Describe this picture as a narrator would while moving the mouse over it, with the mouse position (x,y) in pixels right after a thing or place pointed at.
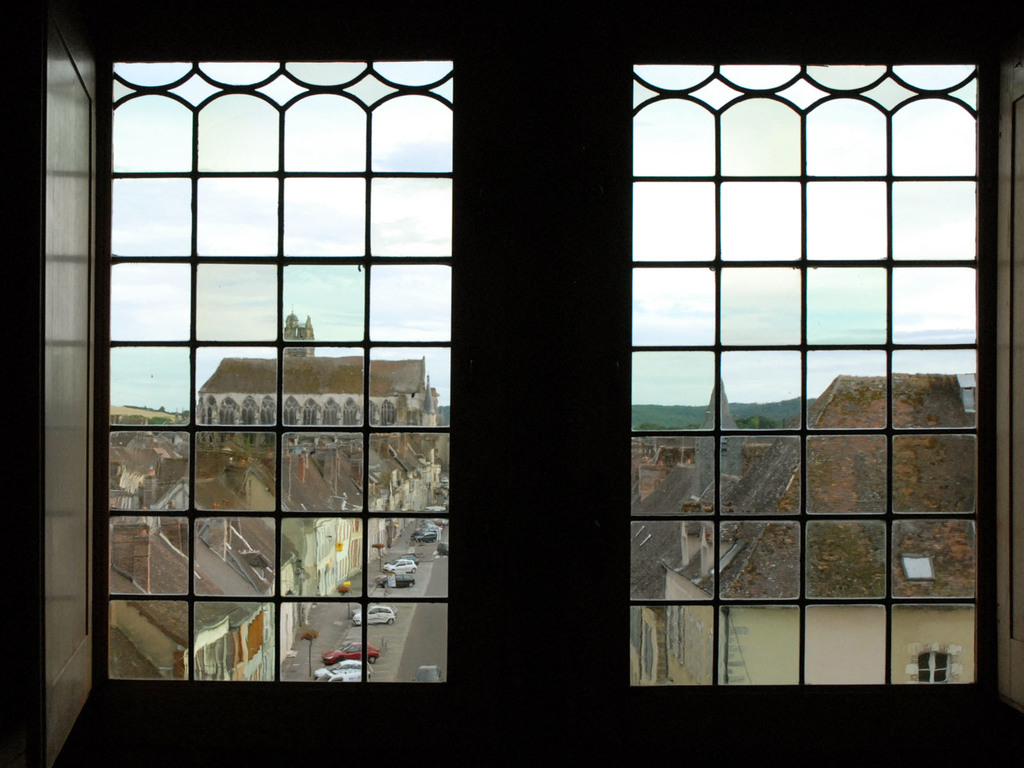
In this image we can see a window (740,236). Through the window (315,531) we can see a group of building (261,518) and vehicles (411,567). In the background (653,425), we can see the trees (692,413). At the top (356,134) we can see the sky (264,212).
